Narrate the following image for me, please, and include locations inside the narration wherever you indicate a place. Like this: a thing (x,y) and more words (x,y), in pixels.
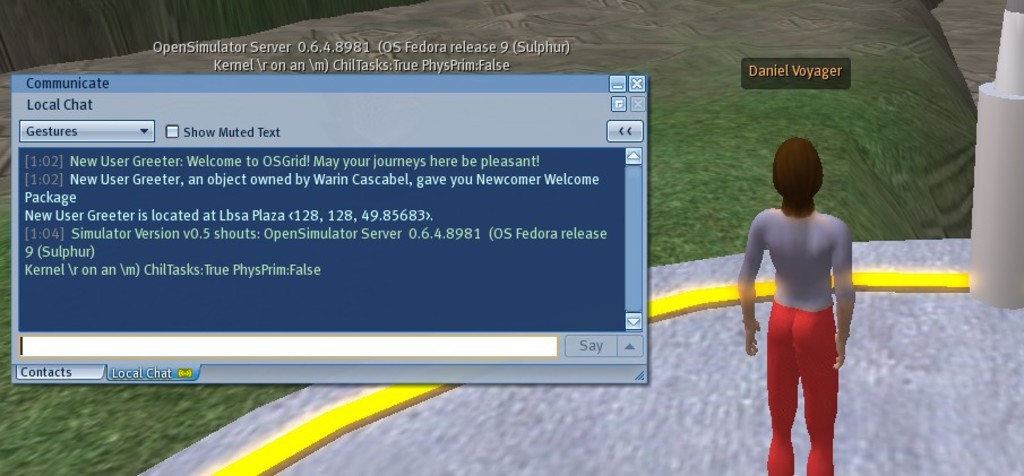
It is the animation image in which there is a person (795,304) on the right side (811,337) and there is some text (198,161) on the left side (276,261).
